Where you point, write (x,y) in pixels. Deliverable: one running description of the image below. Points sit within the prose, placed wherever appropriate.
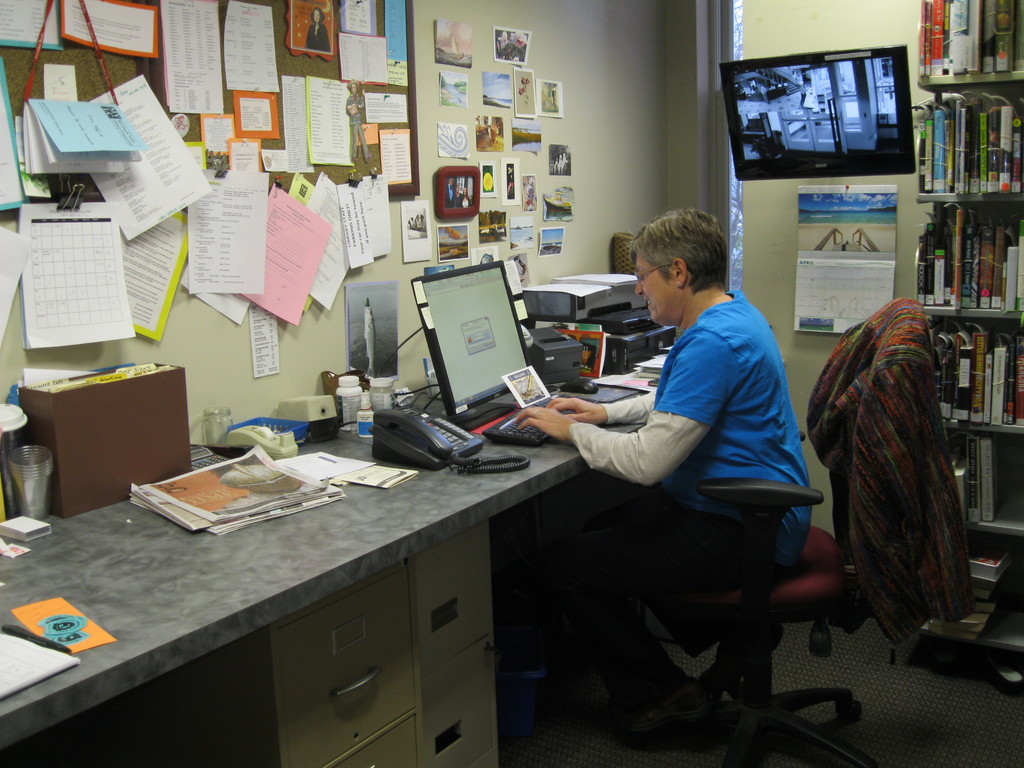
The image is inside the room (405,495). In the image there is a person (742,434) sitting on chair (776,487) in front of a table (487,477), on table (518,447) we can see a keyboard (535,435), monitor (488,371), land mobile (507,463), printer (554,354), news papers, papers (339,464), bottle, glass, box (71,471), card (517,397), mouse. On right side (790,122) there is a television (813,123), calendar (854,235), shelf (980,199) on shelf (980,217) we can also see some books (988,239). On left side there is a wall (606,72) which is in cream color, papers (318,250), board (414,160) and a window (730,189) which is closed.
